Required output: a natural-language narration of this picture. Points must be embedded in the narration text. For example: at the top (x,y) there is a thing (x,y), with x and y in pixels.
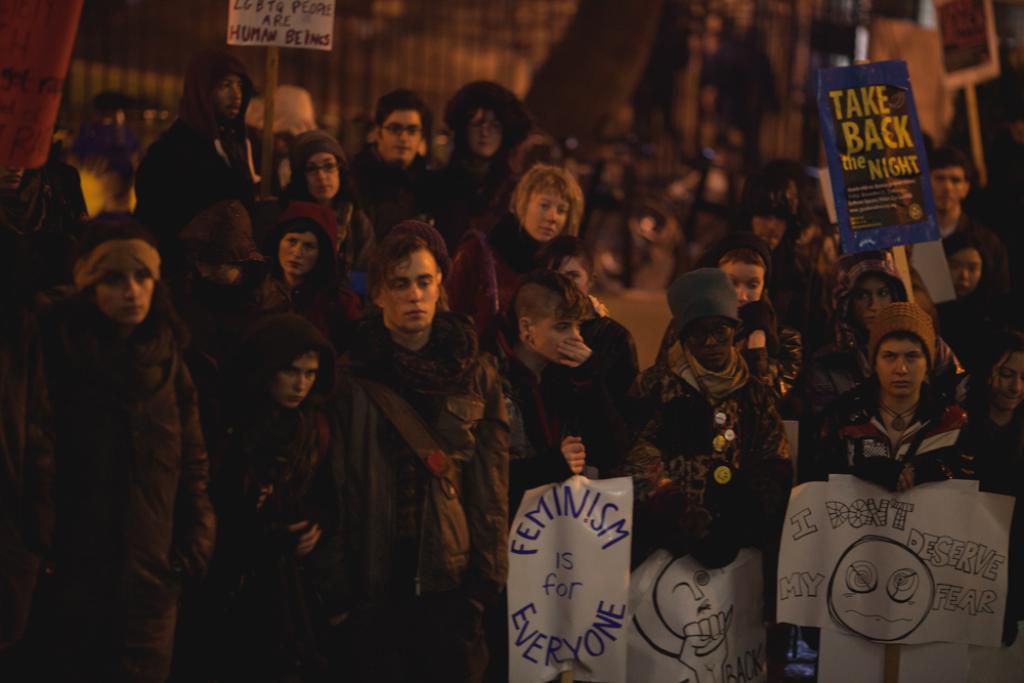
In this image we can see many people (468,298). Some are wearing caps (419,226). Some are holding placards (812,564). In the background (319,74) it is blur.
